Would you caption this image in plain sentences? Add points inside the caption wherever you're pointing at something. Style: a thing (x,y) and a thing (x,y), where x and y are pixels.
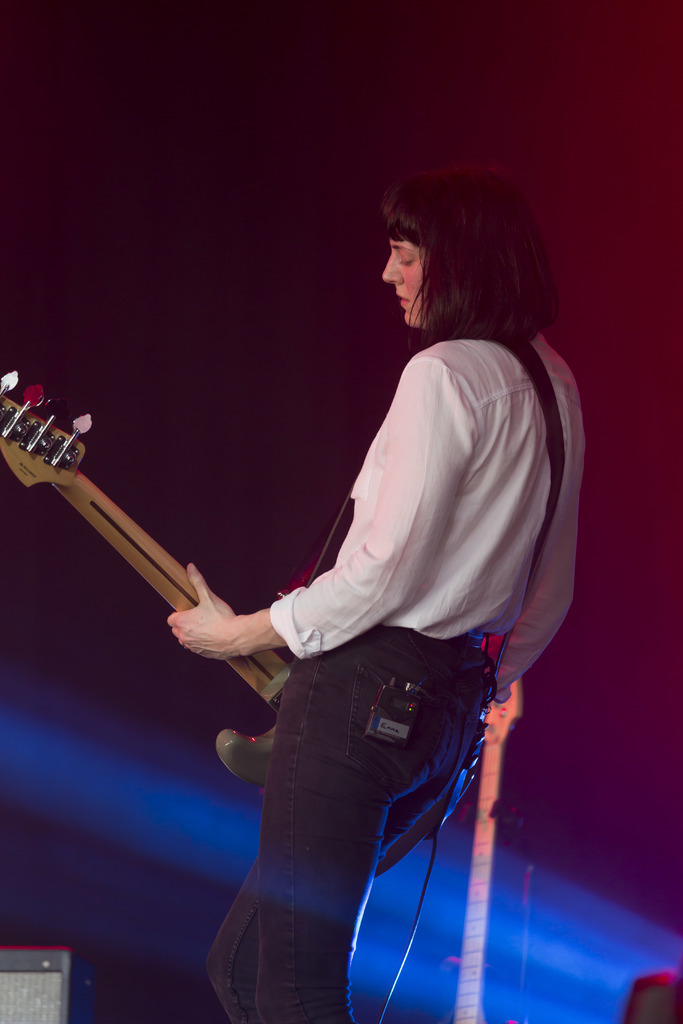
There is one lady (433,616) wearing a white color shirt (421,552) and holding a guitar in the middle of this image (445,614). It is dark in the background (266,307).
